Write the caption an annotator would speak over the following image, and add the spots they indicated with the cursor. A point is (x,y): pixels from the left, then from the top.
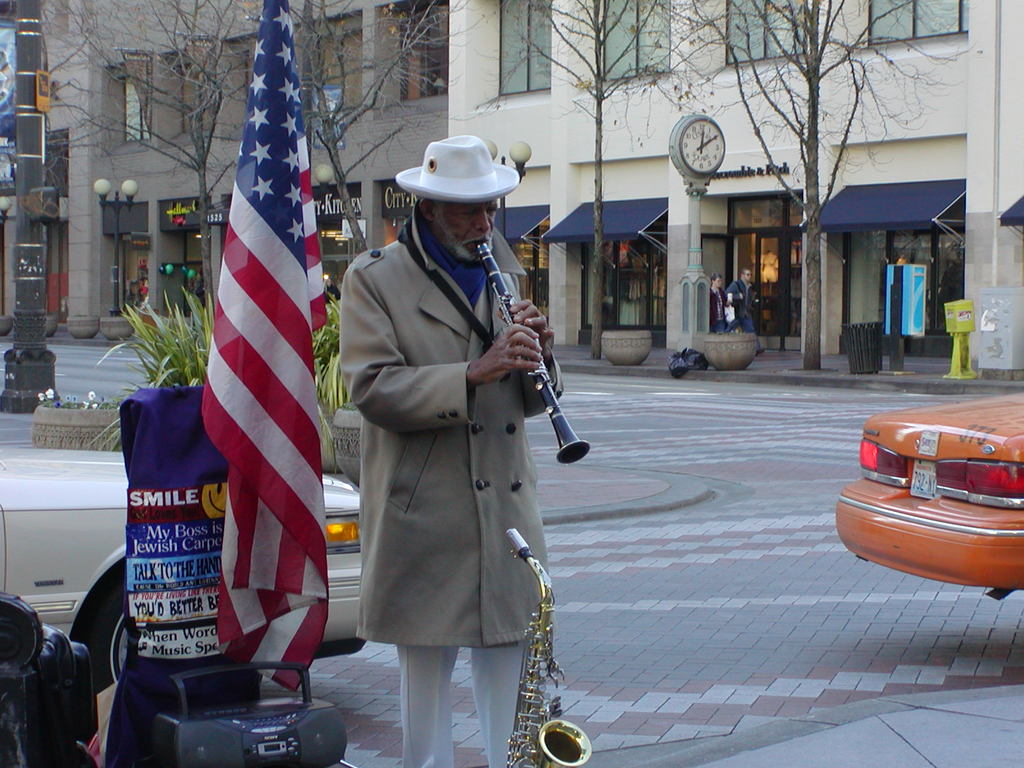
In this image, we can see a person (473,339) standing in front of the flag (287,315) and playing a musical instrument (495,285). There is a saxophone (551,670) and radio (290,742) at the bottom of the image (290,733). There is a pole (37,309) on the left side of the image (22,316). There is a car (77,501) in the bottom left (82,544) and in the bottom right of the image (871,513). There is a clock (689,173) in the middle of the image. In the background of the image (743,154), there are some trees (363,77) and buildings (214,160).
